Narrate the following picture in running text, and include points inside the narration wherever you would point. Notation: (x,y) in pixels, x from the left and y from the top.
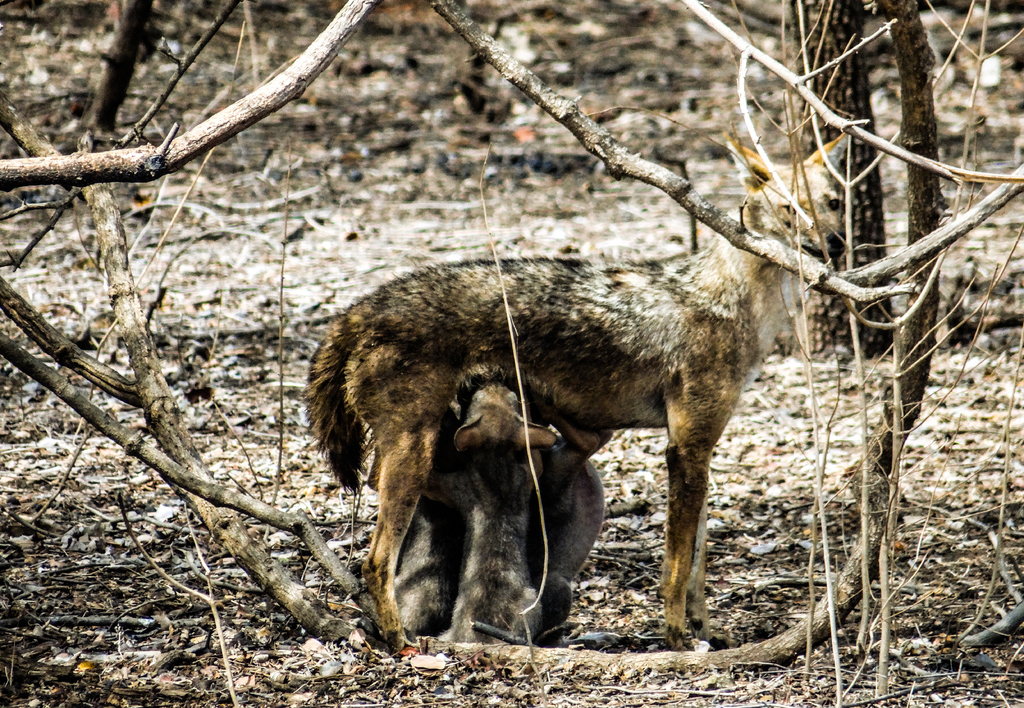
In this picture we can see animals (699,371). These are twigs (130,320).
